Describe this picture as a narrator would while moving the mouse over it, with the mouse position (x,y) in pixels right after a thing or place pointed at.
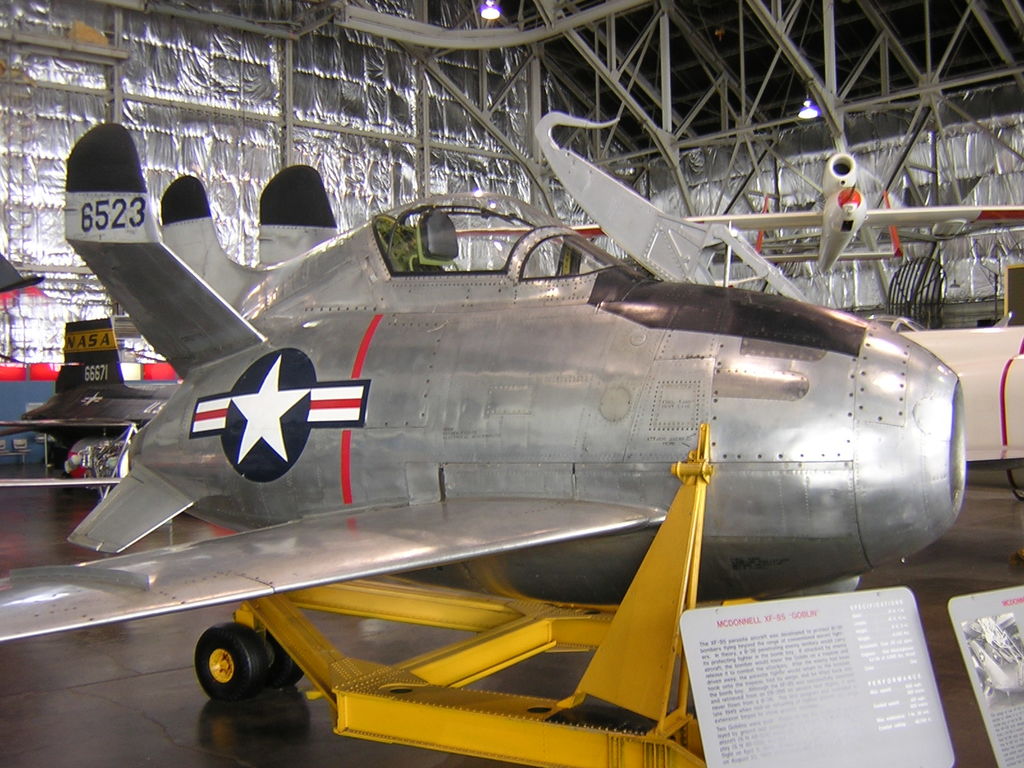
This is an airplane (405,463).
